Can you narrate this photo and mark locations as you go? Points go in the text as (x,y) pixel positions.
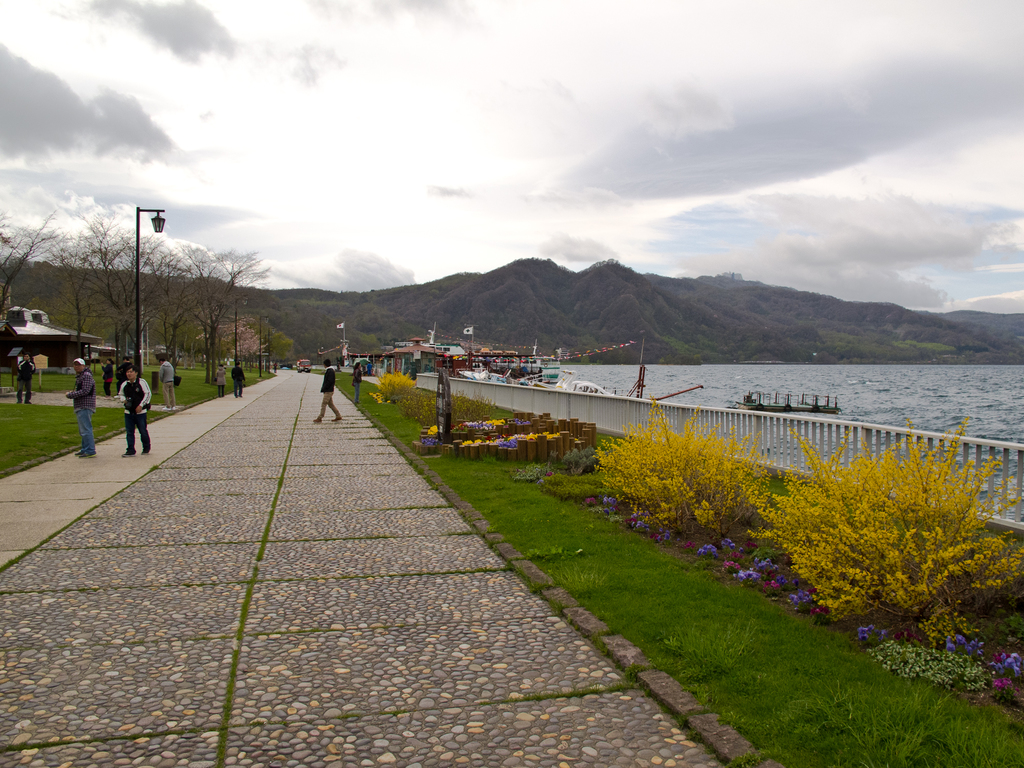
In the picture we can see a path (117,545) beside we can see a grass surface (663,589) and some plants (706,543) and railing (1006,449), behind the railing (919,454) we can see water (719,403) and some boat (778,404) and on the other side of the path (121,565) we can see some grass surface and some people (136,387) are walking on the path (298,463) and in the background (280,360) we can see some trees (130,341) and hills (381,324) and sky (663,157) with clouds (663,157).
